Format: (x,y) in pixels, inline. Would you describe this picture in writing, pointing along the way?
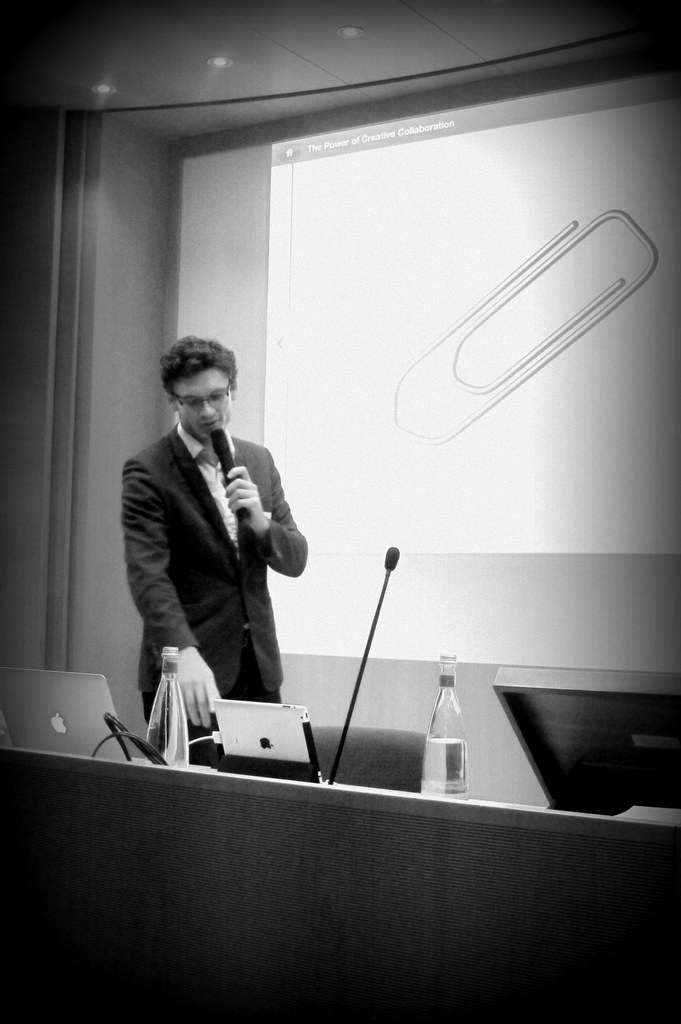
In this image we can see a man (148,685) holding a mic (248,513) in his hands (183,688). There are laptops (44,726), water bottle (456,754) and mic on the table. In the background (602,423) we can see a projector screen (543,413).
